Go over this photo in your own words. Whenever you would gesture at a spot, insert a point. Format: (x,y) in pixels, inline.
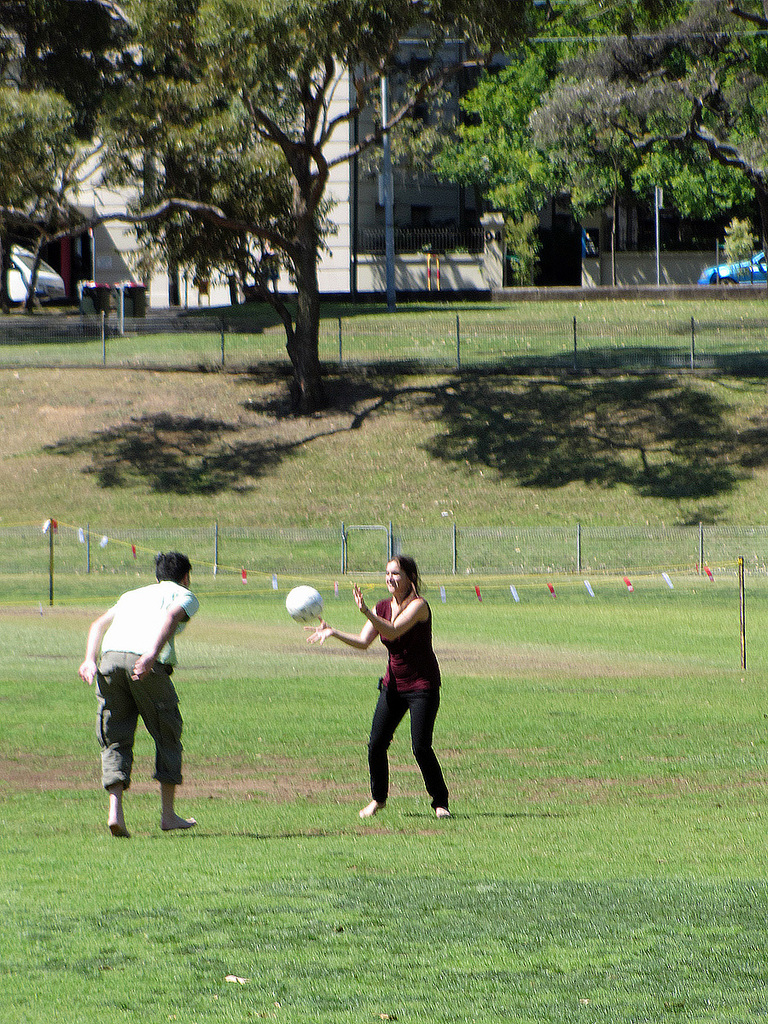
In the picture I can see a man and a woman (431,742) are standing on the ground (440,733). I can also see a white color ball (296,614) in the air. In the background (220,550) I can see fence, a building (481,227), vehicles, poles (392,303), the grass (306,490) and some other objects (253,297).
